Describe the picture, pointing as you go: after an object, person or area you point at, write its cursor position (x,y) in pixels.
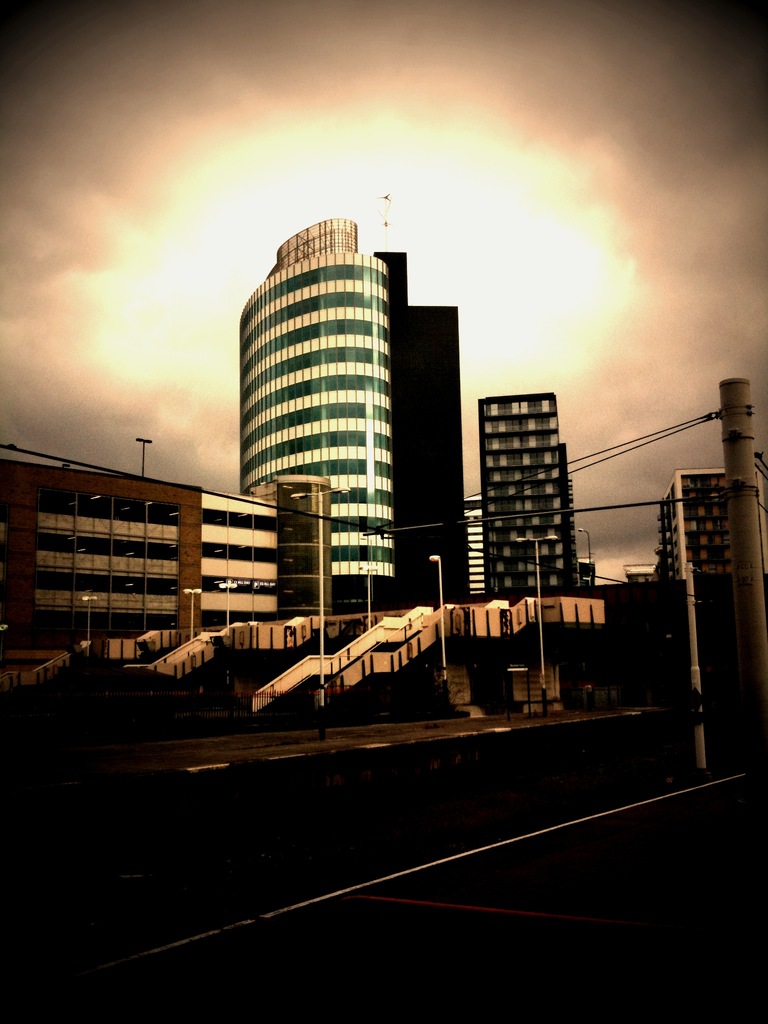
In this image we can see buildings (407,531), street lights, iron pole (728,504), wires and sky (429,232) in the background (461,55).
